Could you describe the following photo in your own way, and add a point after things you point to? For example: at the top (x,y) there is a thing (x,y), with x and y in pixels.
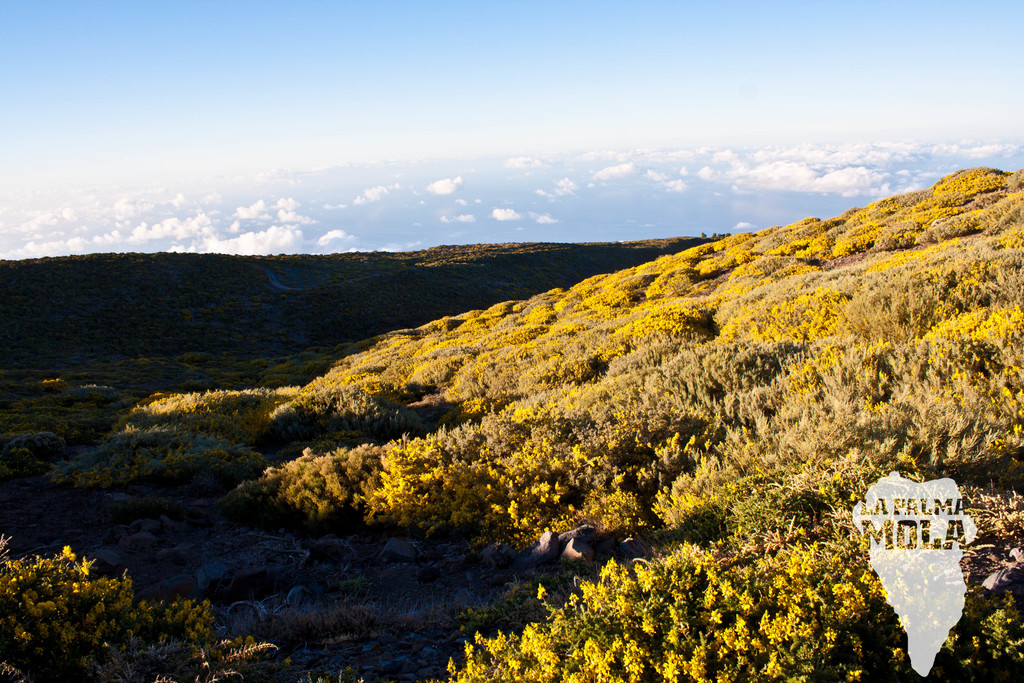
In this image we can see cloudy skies (373,160) and there are mountains (418,317). In the mountains (124,306), some bushes (592,479), plants (648,470), rocks (591,540) are there.
